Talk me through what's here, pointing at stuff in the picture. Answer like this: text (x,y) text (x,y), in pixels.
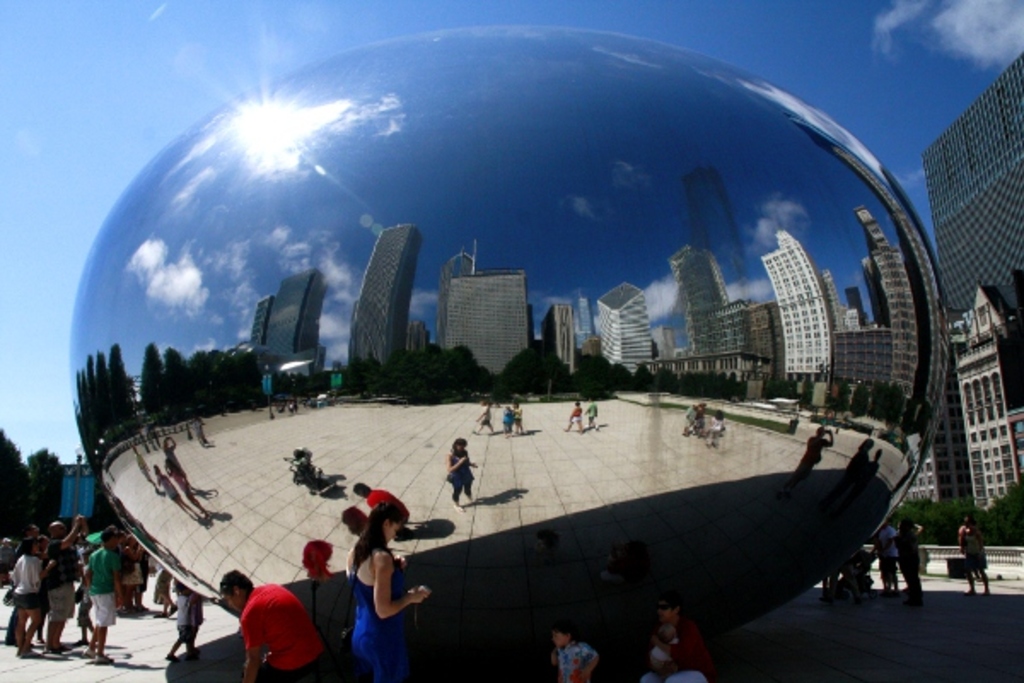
In this image there are group of people (969,558) standing, reflection (443,468) of buildings (369,315) and trees (148,362) on the ball (437,180), sky (22,149).
